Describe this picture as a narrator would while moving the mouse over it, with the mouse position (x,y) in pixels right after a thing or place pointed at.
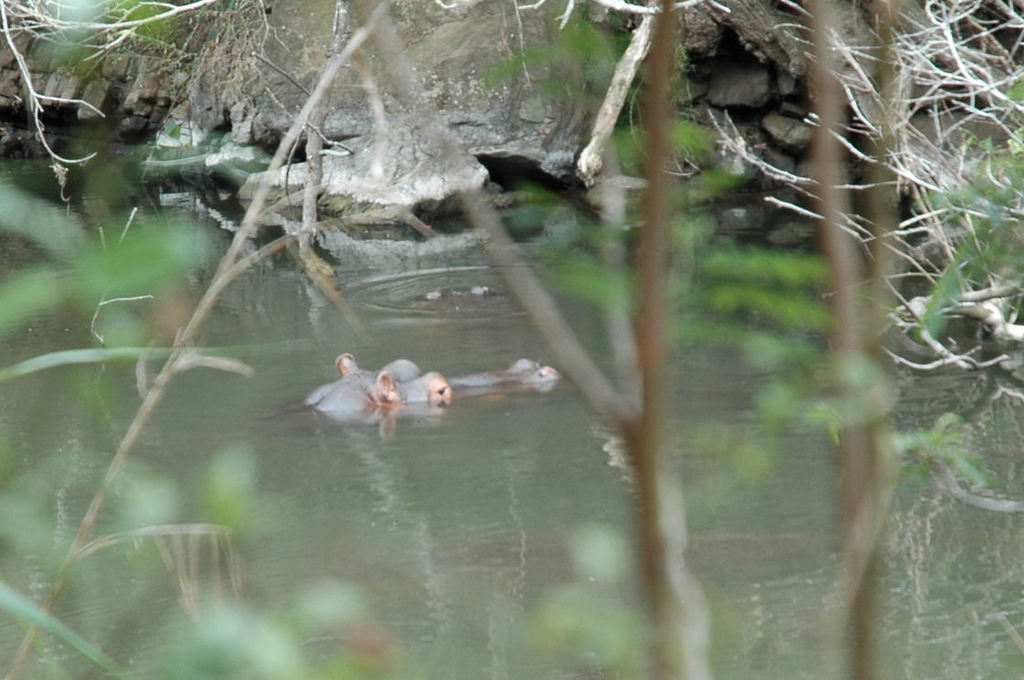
In the foreground of the picture (265,654) there are stems (476,199) and leaves (295,666). In the center of the picture (516,441) there is a water body (480,466), in the water (455,425) there is a hippopotamus (396,376). In the background (970,79) there are dried stems (965,52) of a tree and rock (459,70).
